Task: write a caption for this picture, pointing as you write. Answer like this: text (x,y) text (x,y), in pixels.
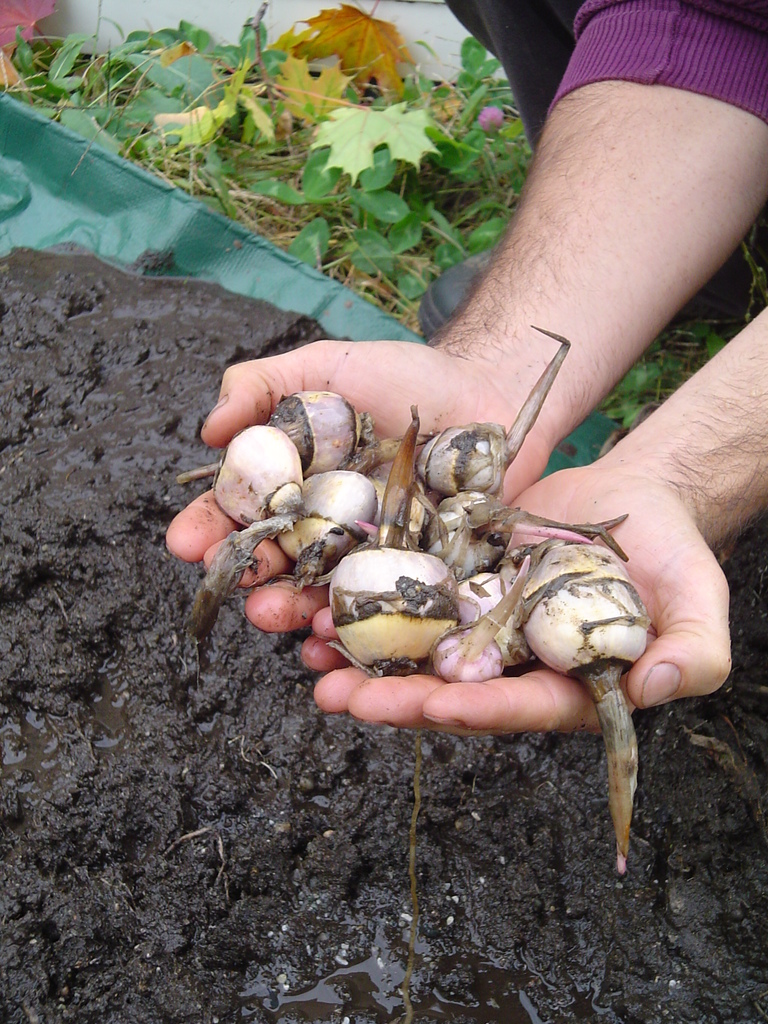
This image is taken outdoors. At the bottom of the image (277,943) there is a soil (366,843) on the ground (61,299). On the right side of the image (621,253) a person (721,431) is holding a few flower bulbs (411,459) in his hands (603,475). At the top of the image (263,97) there is a ground (338,97) with grass (339,219) and a few leaves (340,163) on it.
